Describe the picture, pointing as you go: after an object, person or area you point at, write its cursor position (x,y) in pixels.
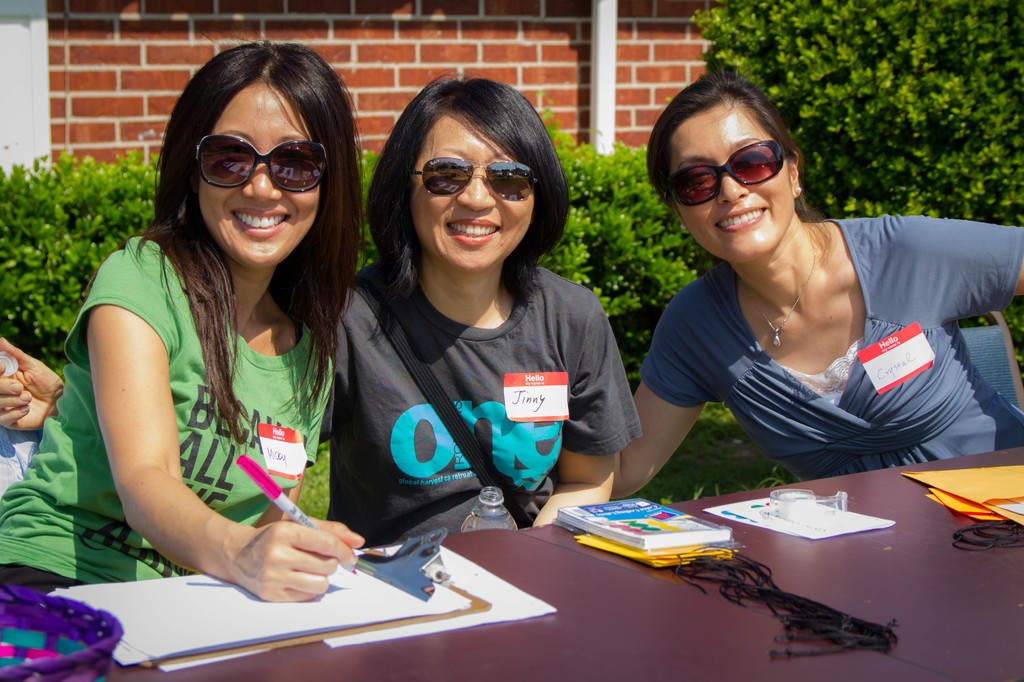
In front of the picture, we see three women (517,401) are sitting. Three of them are smiling and they are wearing the goggles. I think they are posing for the photo. The woman (343,290) on the left side (279,386) is holding a pen (270,485) in her hand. In front of them, we see a brown table (625,619) on which papers (127,633), books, blue basket (110,644), black color threads (789,594) and files (988,491) are placed. Behind them, we see the trees (890,92) and the shrubs (616,153). In the background (64,114), we see a wall (544,91) which is made up of red colored bricks (133,130) and we even see the white pole (599,0).
